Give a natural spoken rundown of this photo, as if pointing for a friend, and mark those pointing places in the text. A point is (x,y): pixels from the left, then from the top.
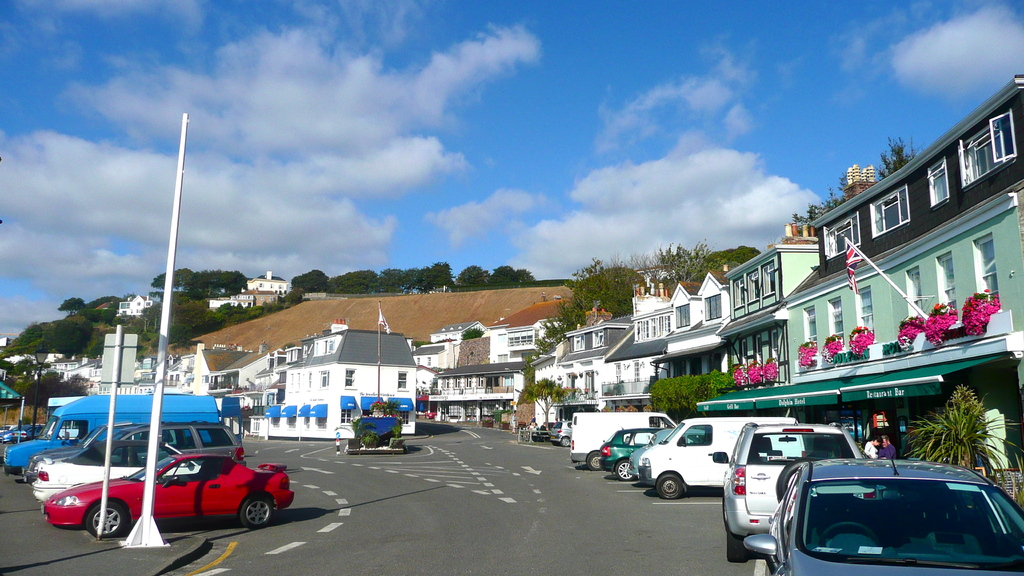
In this image there are houses (717,343), there is a flag (847,258), there are plants (366,430), there are trees (433,271), there is road (425,514), there are vehicles (603,440) on the road (565,522), there is sky (566,133), there are clouds (294,140) on the sky (294,140), there is a pole (155,465).
